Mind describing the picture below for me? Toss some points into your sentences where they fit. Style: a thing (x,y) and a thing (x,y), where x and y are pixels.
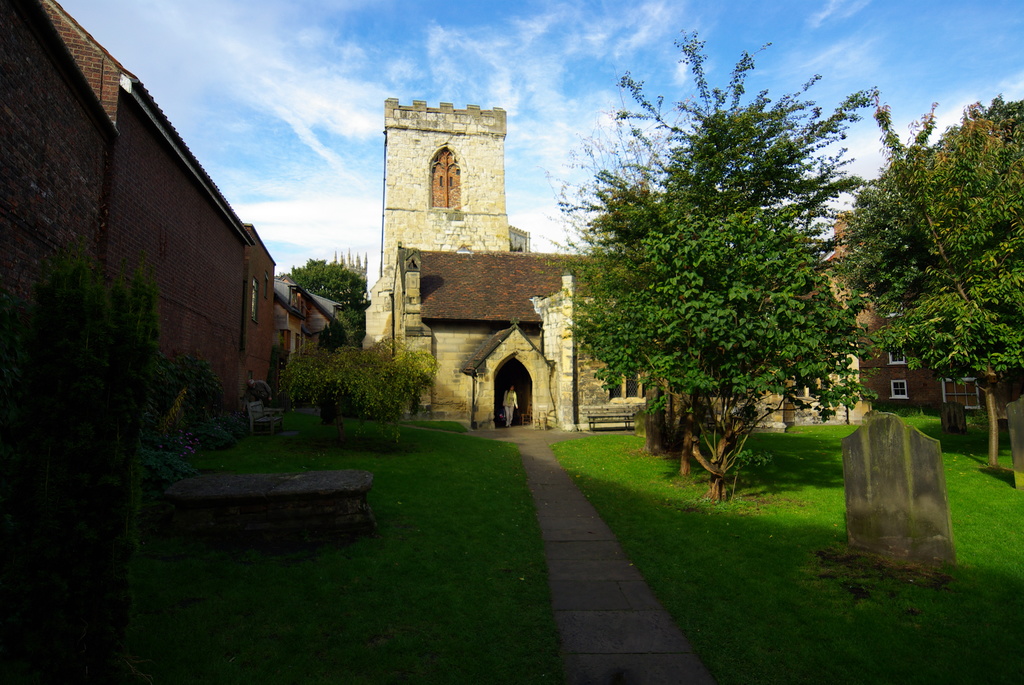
In this image, there are a few buildings (638,383), trees (109,426), plants (115,413). We can see a person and the ground (468,560) with grass (468,560), benches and a few graves (307,496). We can also see the sky (594,157) with clouds (226,76).
